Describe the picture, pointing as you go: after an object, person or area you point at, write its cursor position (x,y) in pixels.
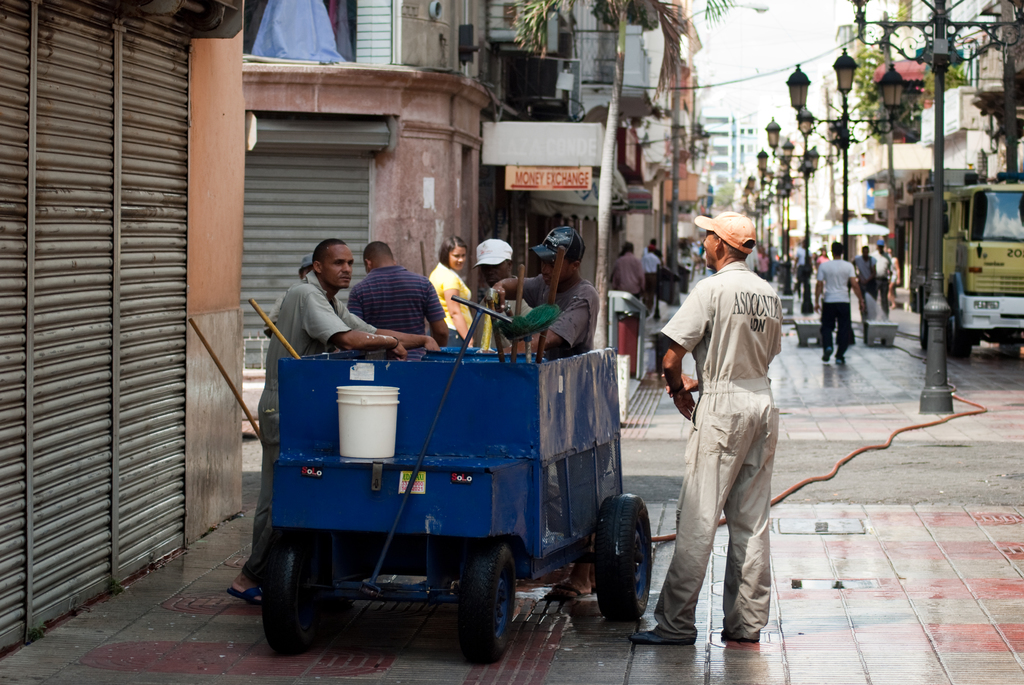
In this picture there is a vehicle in the center of the image (559,447) and there are people (400,328) around it and there are other people (865,292) in the center of the image (562,281) and there are buildings (685,241) in the background area of the image (658,165) and there are shops (627,196) on the left side of the image (276,167), there are lamp poles (935,214) and plants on the right side of the image (839,137), there is a truck (995,277) on the right side of the image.
